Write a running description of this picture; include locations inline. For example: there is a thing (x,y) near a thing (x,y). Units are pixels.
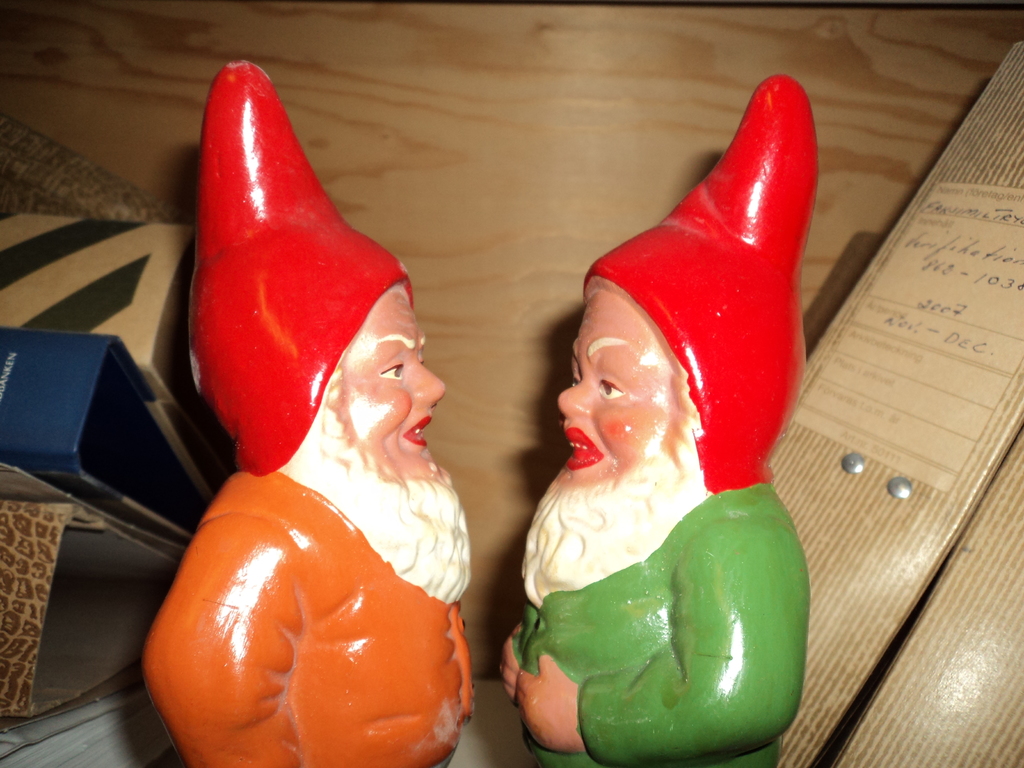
In the center of the image (366,267) there are two toys (429,375). In the background of the image (0,444) there are files (164,266).
